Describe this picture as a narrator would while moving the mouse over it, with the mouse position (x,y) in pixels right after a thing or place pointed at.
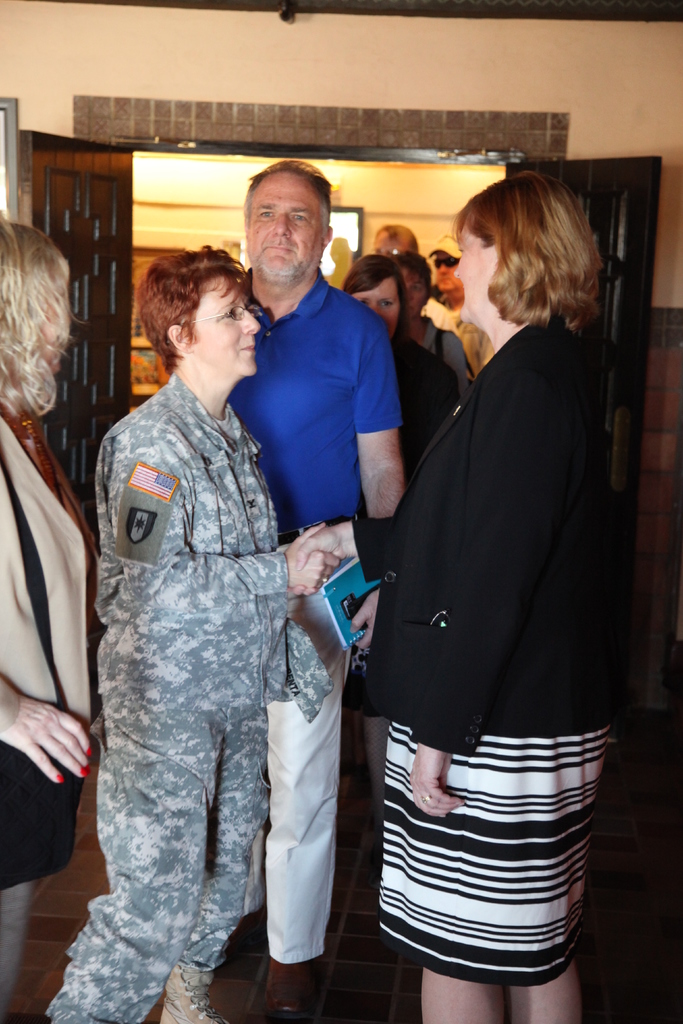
In this picture I can see group of people (290,551) standing, and in the background (292,1) there are doors (610,427) and some other objects (11,100).
